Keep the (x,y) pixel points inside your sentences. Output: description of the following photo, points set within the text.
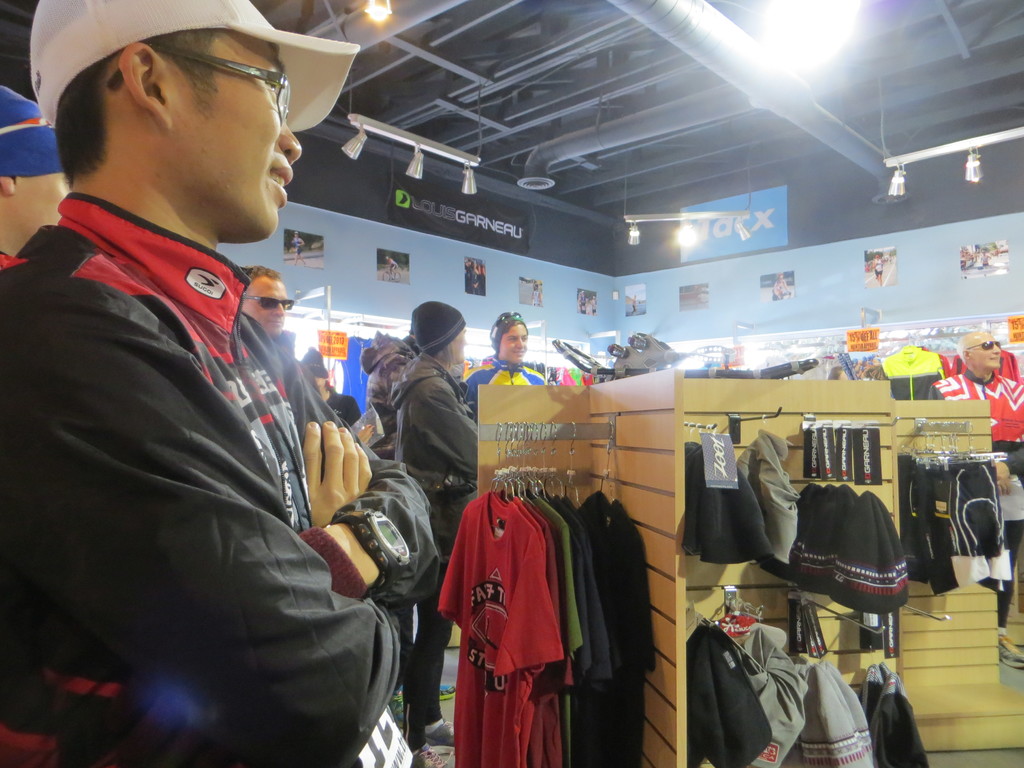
This view is inside a shopping store (651,133), there are a few people (383,347) doing shopping, in the background of the image (597,539) we can see clothes (609,524) and other accessories (698,369).
